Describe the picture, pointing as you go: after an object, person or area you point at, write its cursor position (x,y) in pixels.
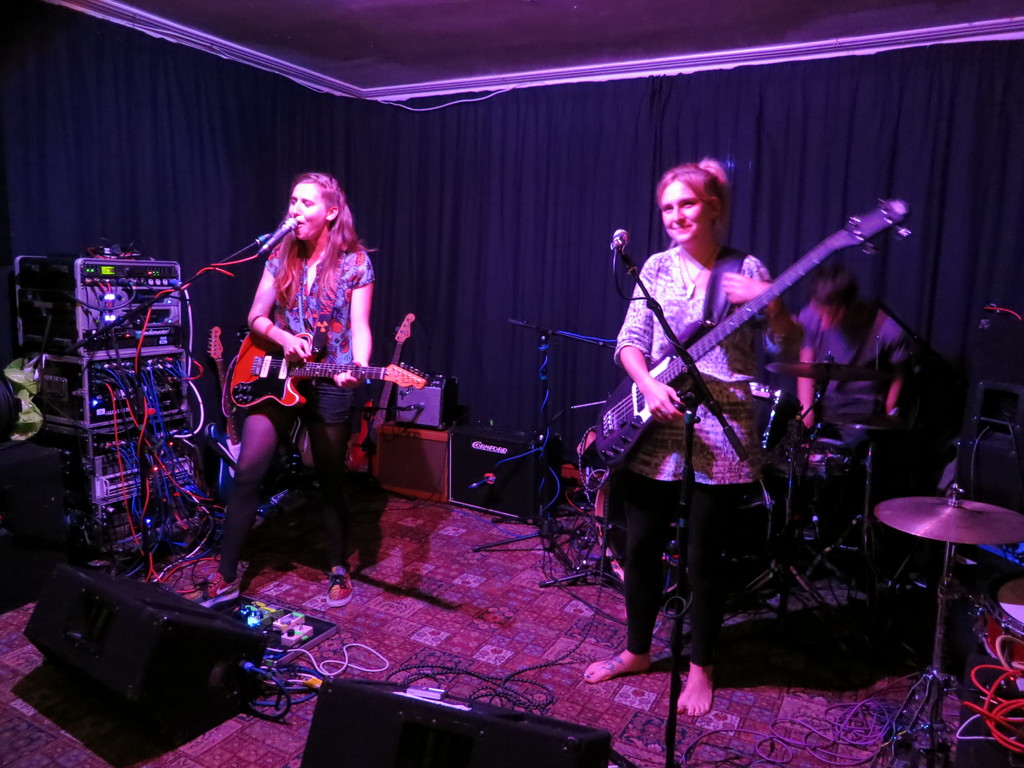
As we can see in the image there are three people (266,322). Among them two of them are standing and holding guitar (254,386) in their hands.
